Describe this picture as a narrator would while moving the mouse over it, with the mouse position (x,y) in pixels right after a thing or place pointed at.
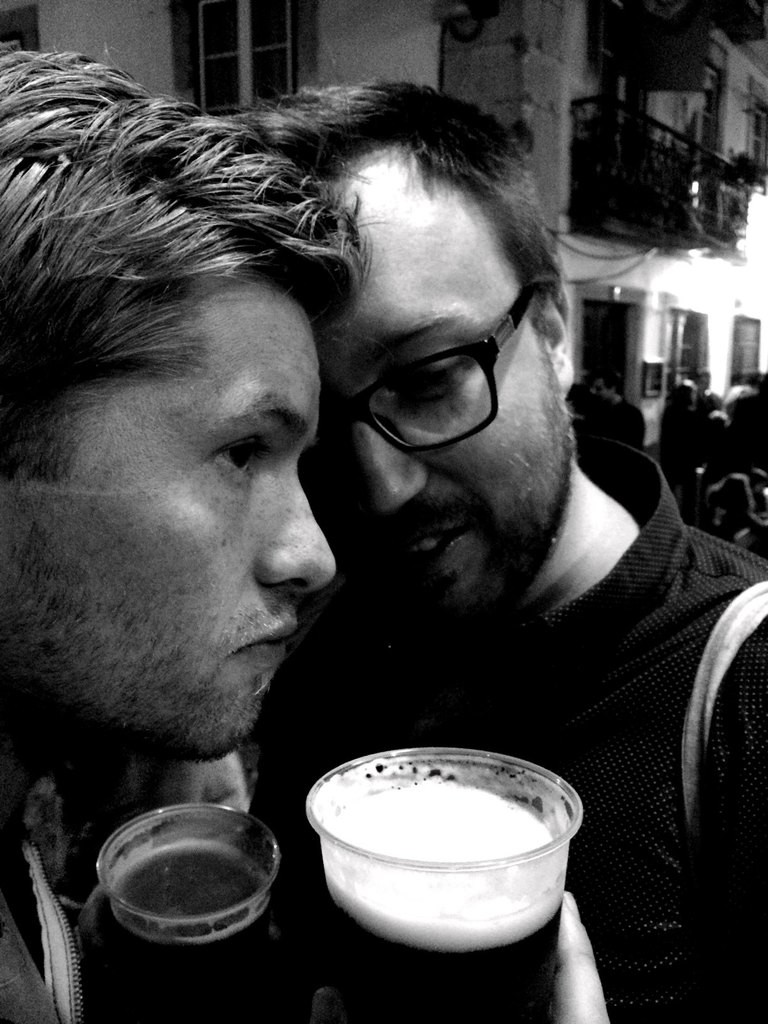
In this picture there are two boys (161,414) in the center of the image (361,483), by holding glasses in their hands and there are other people (725,424) on the right side of the image (716,430).
